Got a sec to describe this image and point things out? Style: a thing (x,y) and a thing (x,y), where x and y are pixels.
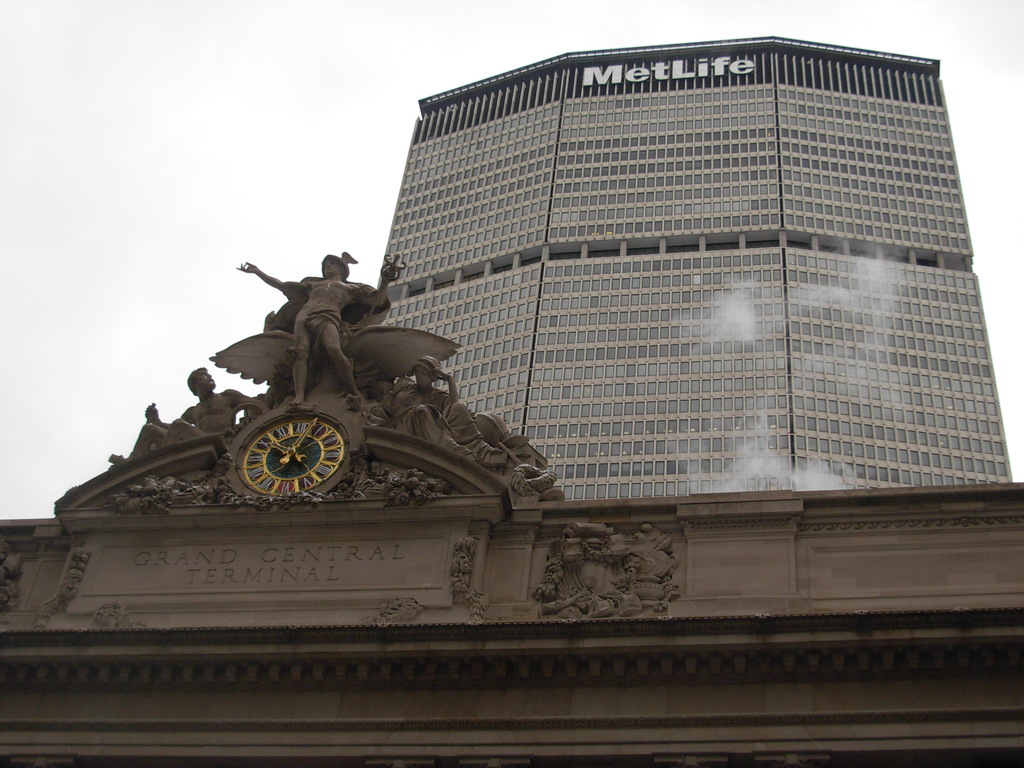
There are sculptures (340,350) and a clock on the wall (754,540) of a building (184,534). In the background (752,65), there is a hoarding (624,79) on the wall (827,394) of a building (625,144) and there are clouds (403,130) in the sky (172,115).
